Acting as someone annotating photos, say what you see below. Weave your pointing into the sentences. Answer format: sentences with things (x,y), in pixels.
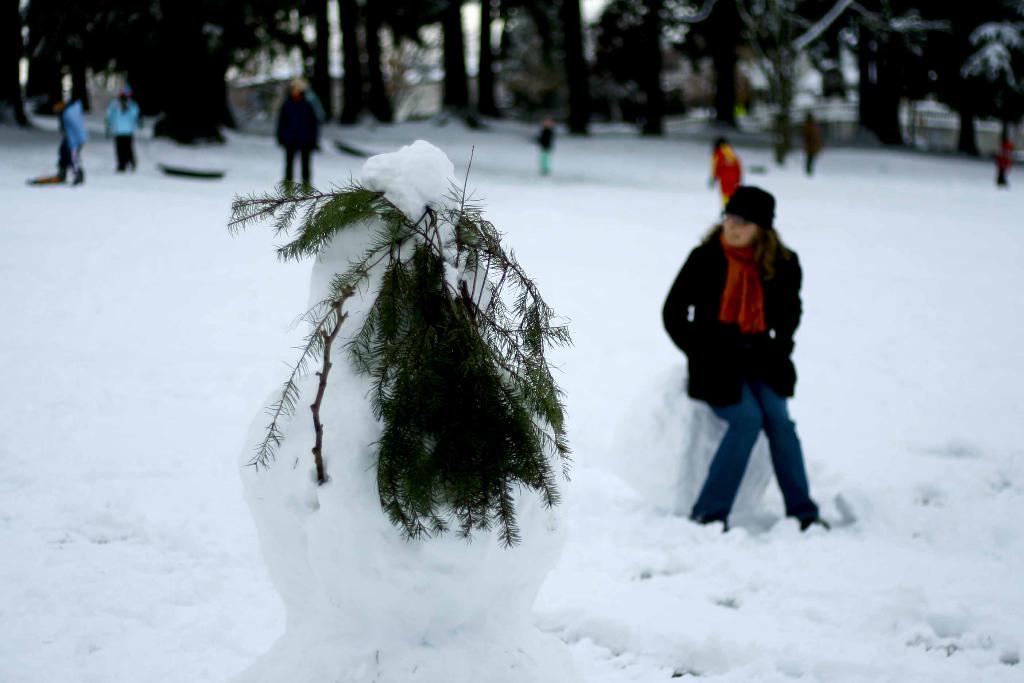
In the image we can see there are many people (84,128) wearing clothes (762,381) and a cap (739,207). There is a snow (684,513), white in color and we can see there are many trees (687,56).
